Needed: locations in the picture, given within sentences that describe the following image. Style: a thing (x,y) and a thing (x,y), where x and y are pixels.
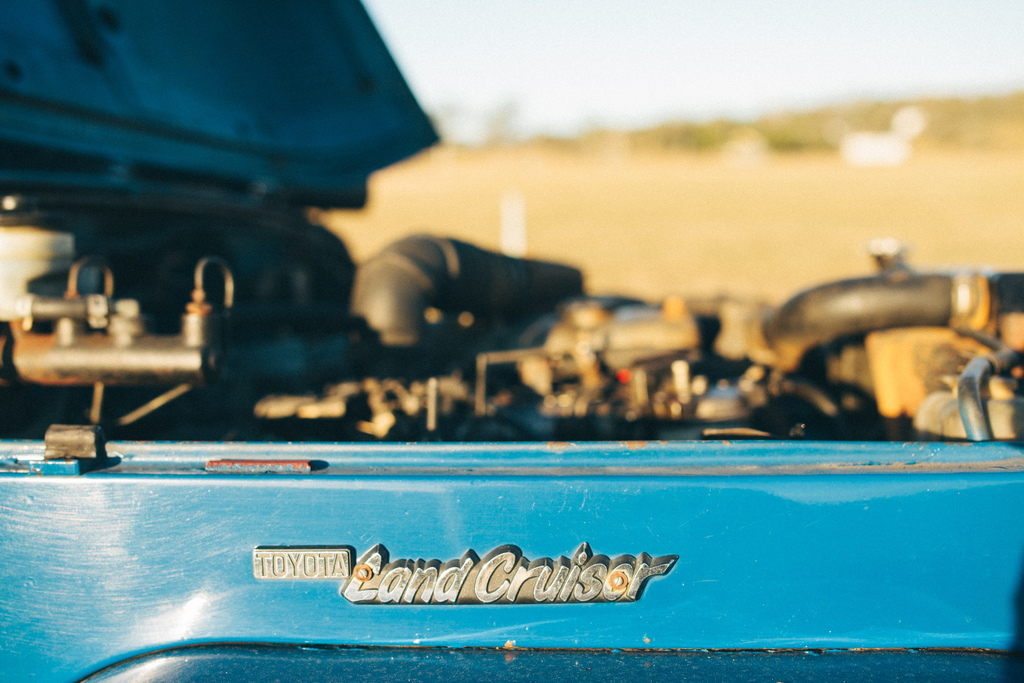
There is a side view of a blue vehicle (387,657) on which 'land cruiser' is written and the background (1012,200) is blurred.
